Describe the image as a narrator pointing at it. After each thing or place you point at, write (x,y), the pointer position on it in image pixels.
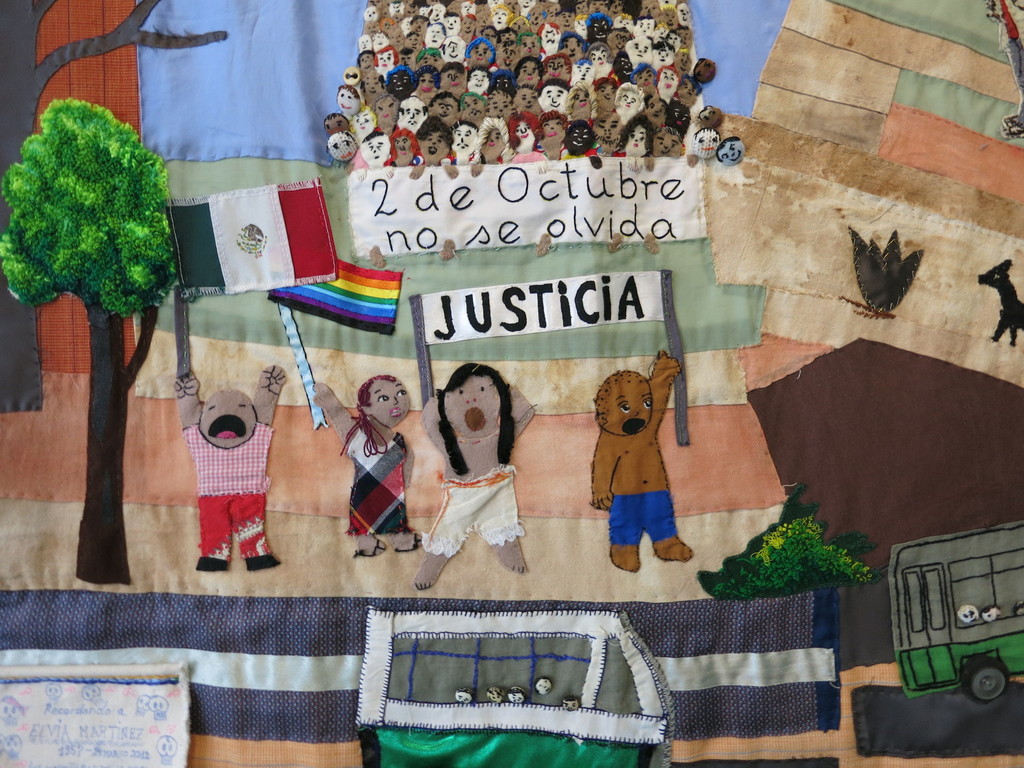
In this image I can see the colorful cloth (514,531) in which I can see few pictures (484,512) of people (458,472), trees (113,324), flags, boards (545,329), an animal (997,338) and the vehicles (647,686).
